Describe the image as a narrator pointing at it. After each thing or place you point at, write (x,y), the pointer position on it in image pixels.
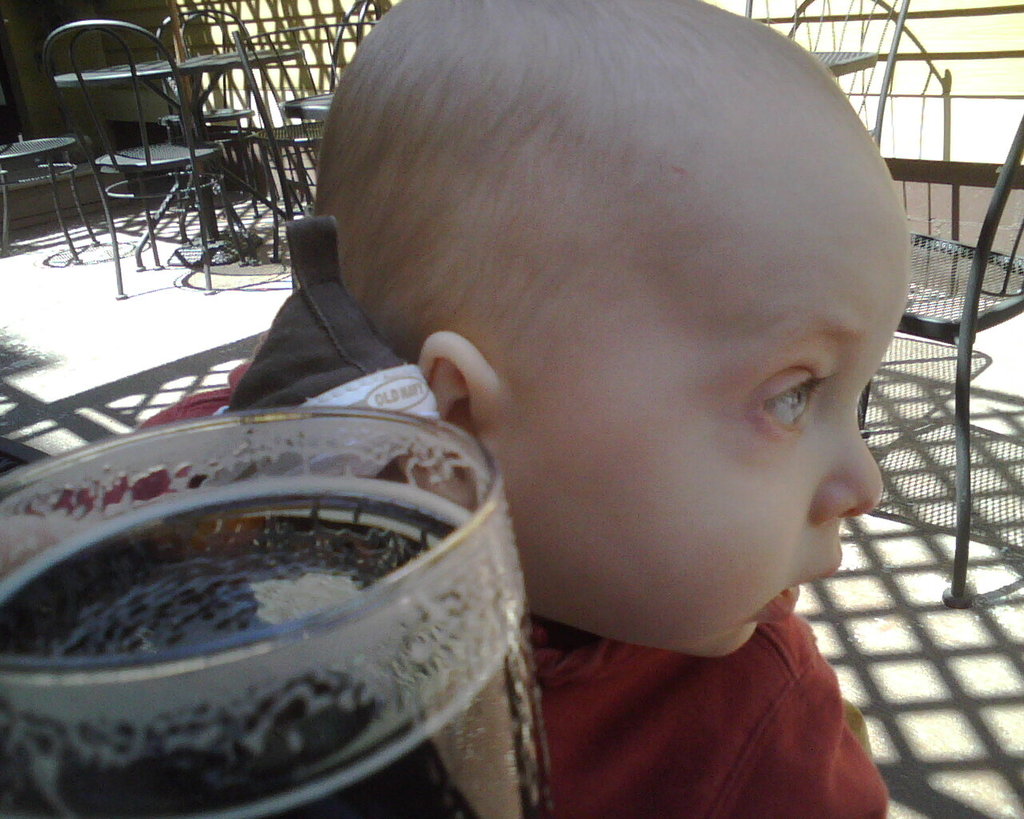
In this picture there is a boy (765,330) who is wearing red t-shirt (776,760), beside him we can see the glass (343,633). In the background (979,258) we can see the table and chairs (120,183), beside that there is a wall (985,116).
